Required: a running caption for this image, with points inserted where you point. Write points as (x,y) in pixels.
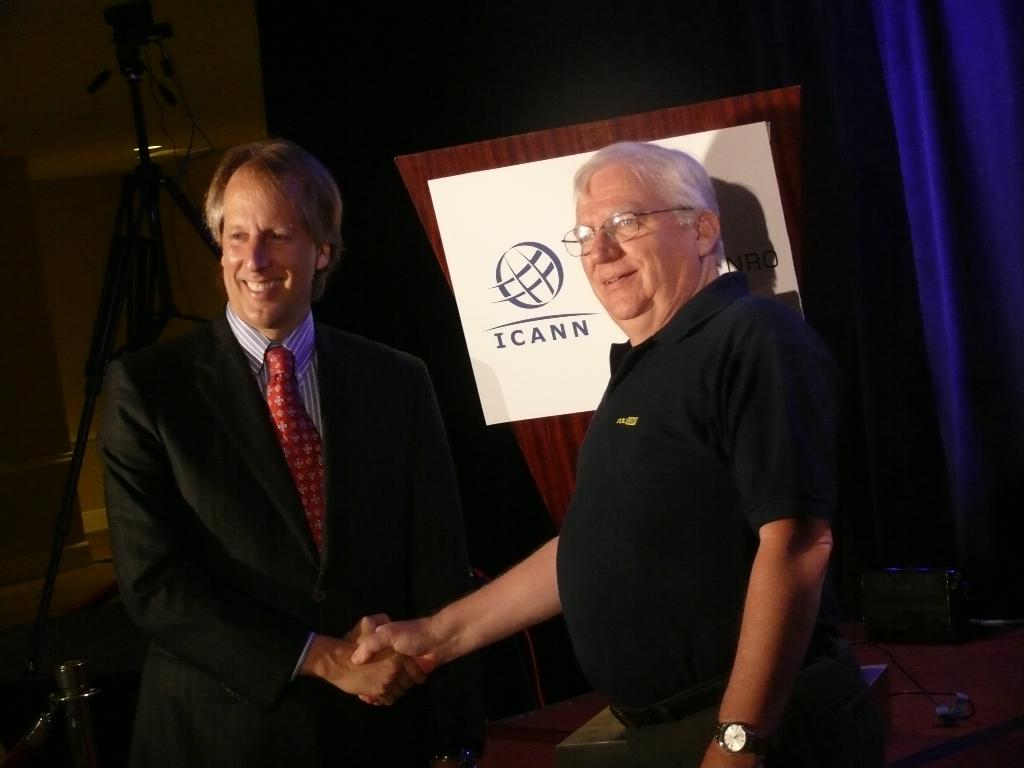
In this image there are two persons (299,312) standing, they are truncated towards the bottom of the image (734,538), there is a podium (580,444) behind the persons (603,687), there is a paper (549,265) on the podium (795,127), there is text (557,333) on the paper (559,282), there is stage (890,699) behind the persons (821,718), there are objects (881,670) on the stage (859,643), there is a stand (138,187) truncated towards the top of the image (152,231), there is wall (65,167) truncated towards the left of the image (35,313), there is a curtain (919,83) truncated towards the right of the image (957,187), the background of the image (497,78) is dark.
